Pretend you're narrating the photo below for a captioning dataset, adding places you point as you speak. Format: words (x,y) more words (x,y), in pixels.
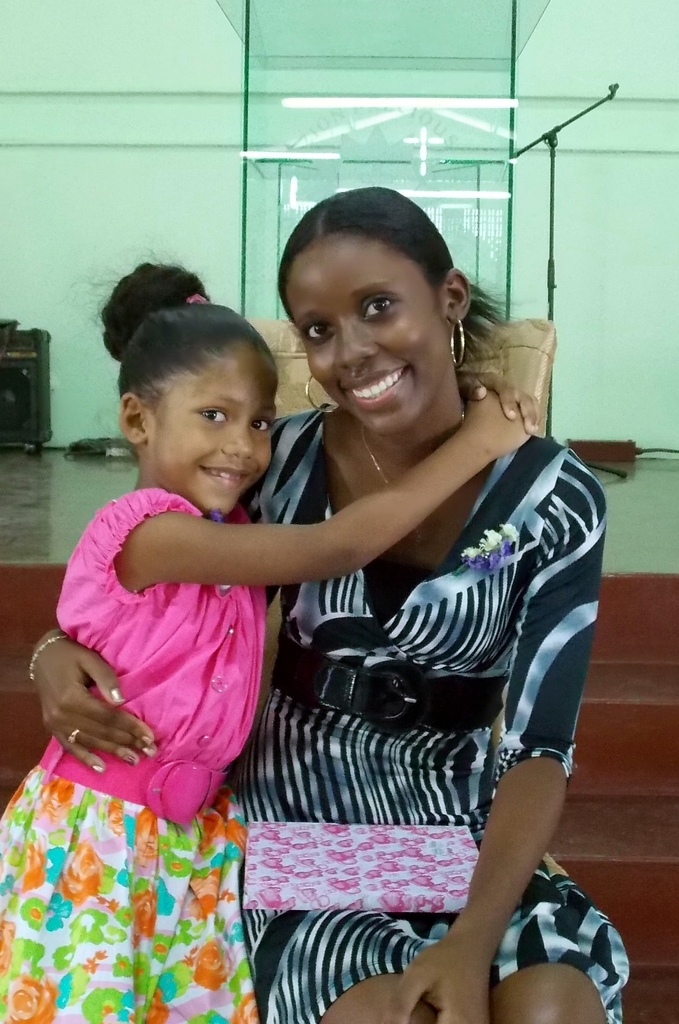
Here in this picture we can see a woman (356,725) and a child (184,698) present on the floor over there and we can see a box (255,851) present on the woman (297,910) over there and behind her we can see a speaker (16,331) on the left side (42,376) and we can also see some designs (397,135) on the wall (210,209) present over there.
